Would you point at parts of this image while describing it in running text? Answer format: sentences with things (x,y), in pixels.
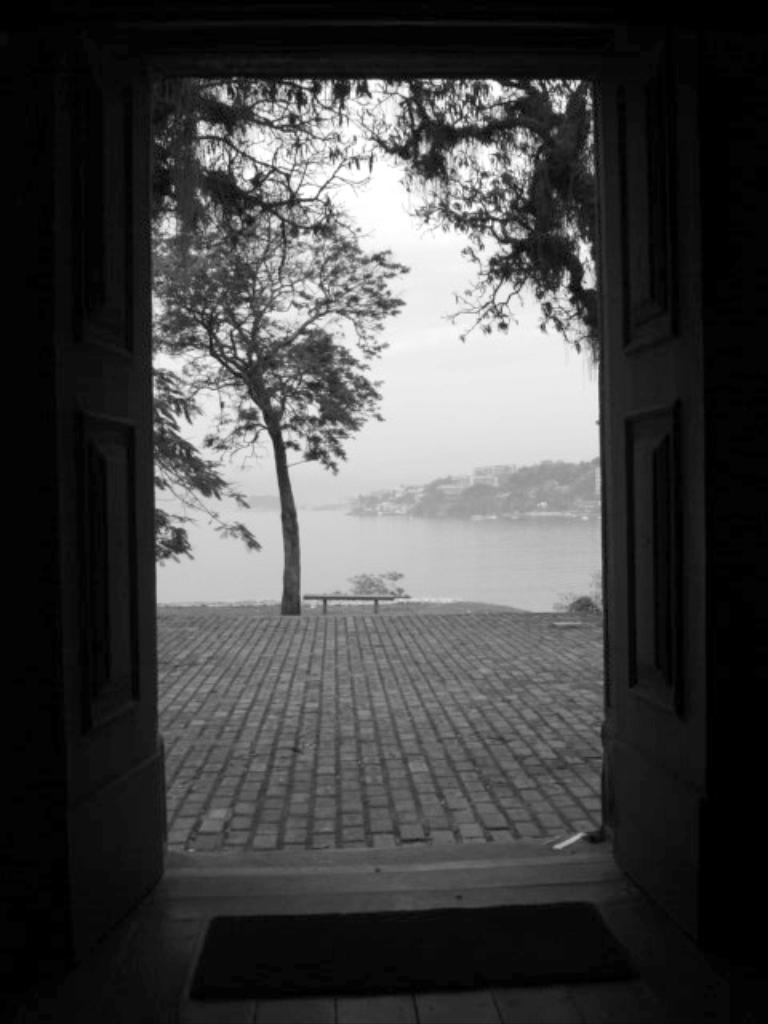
This is a black and white pic. In this image we can see doors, mat (491,988) on the floor (429,889), trees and a bench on the ground (387,619). In the background (415,416) we can see water (423,568), trees (472,492), buildings (481,473) and sky (446,256).
